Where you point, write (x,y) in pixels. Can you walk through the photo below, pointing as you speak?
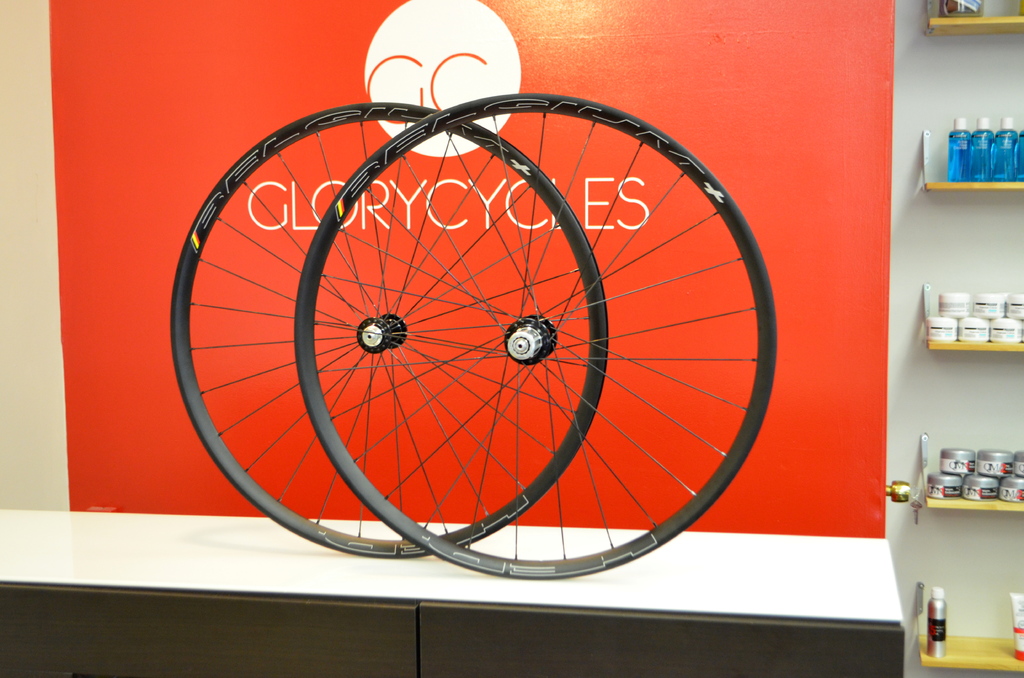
In this image I can see two wheels (570,439) on the table (519,625). To the right (955,483) I can see the bottles (1013,159) and some objects (957,468) in the rack (927,657). In the background (997,538) I can see the board (224,237) to the wall (19,222).
